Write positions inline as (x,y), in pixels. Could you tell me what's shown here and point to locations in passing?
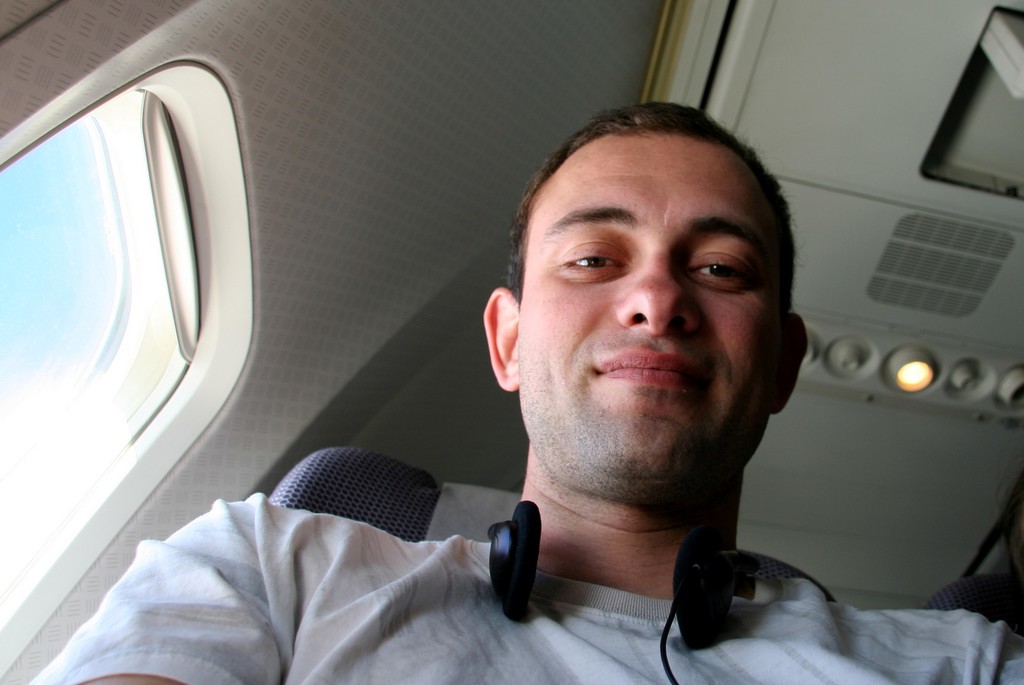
In this image I can see a man (567,520) is wearing headphones (503,586). The man (600,421) is smiling. Here I can see a window (157,252).
